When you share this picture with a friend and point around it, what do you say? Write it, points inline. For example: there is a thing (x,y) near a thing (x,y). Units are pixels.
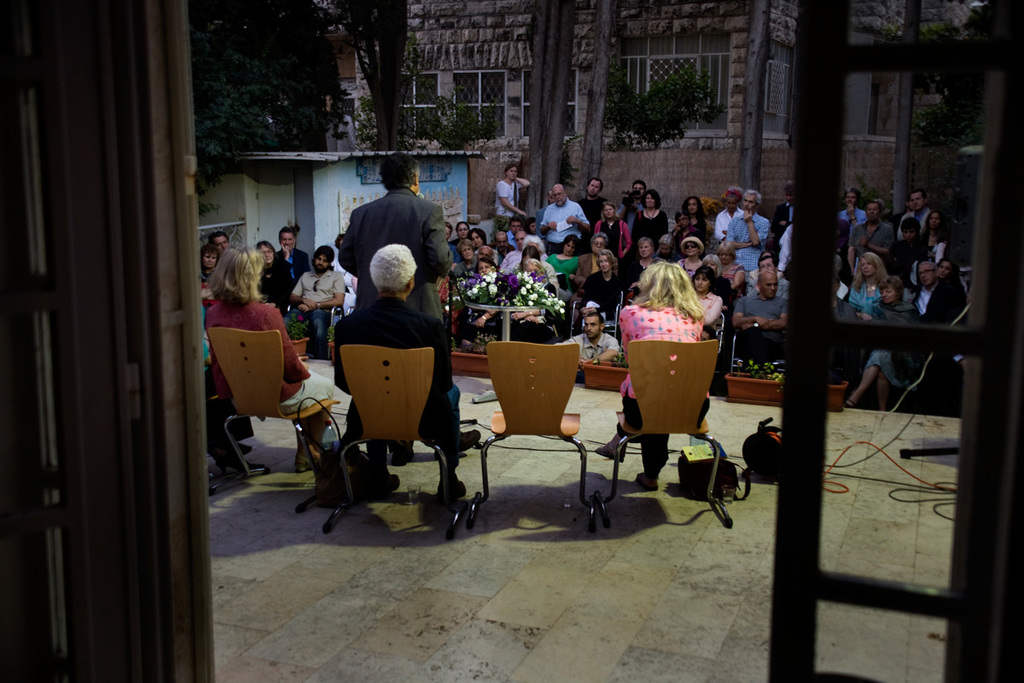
There are four members (411,325) of the stage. Three of them were sitting and one guy (384,214) standing and speaking next to a small table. Many people (521,245) in the crowd (599,232) was sitting and listening to this guy (399,216). In the background (481,93), there is a window (457,73), wall (429,52) and some trees (293,73) here.
